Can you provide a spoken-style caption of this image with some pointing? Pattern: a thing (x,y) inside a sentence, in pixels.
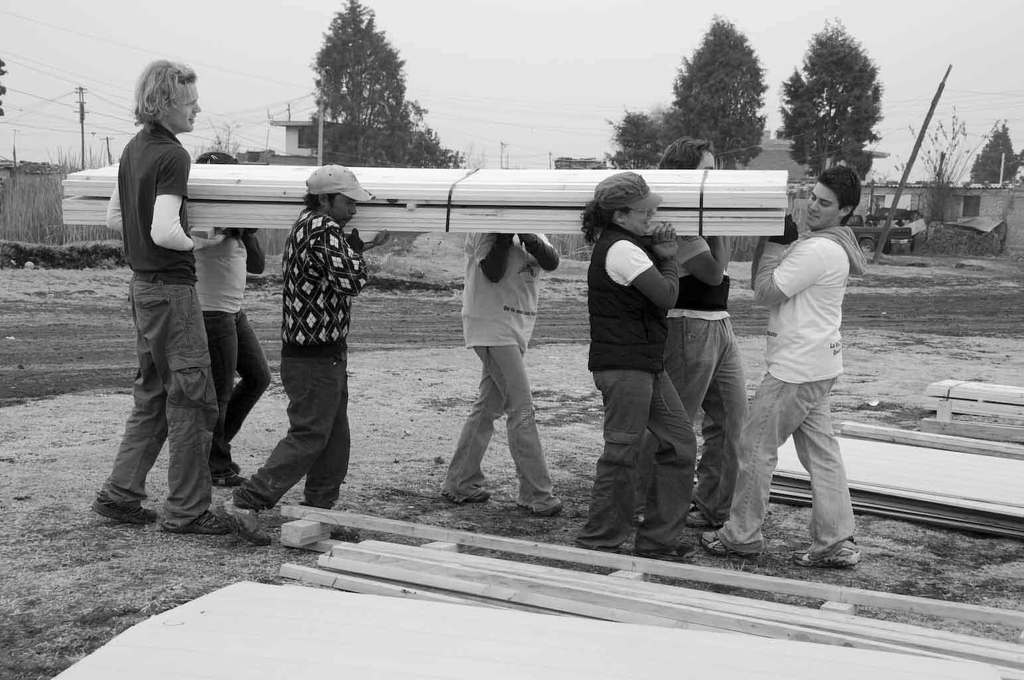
In the middle of the image (646,257) few people (194,484) are walking and holding something in their hands (522,244). Behind them there are some trees (678,106) and vehicles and poles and buildings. At the top of the image (53,53) there is sky (582,102).
